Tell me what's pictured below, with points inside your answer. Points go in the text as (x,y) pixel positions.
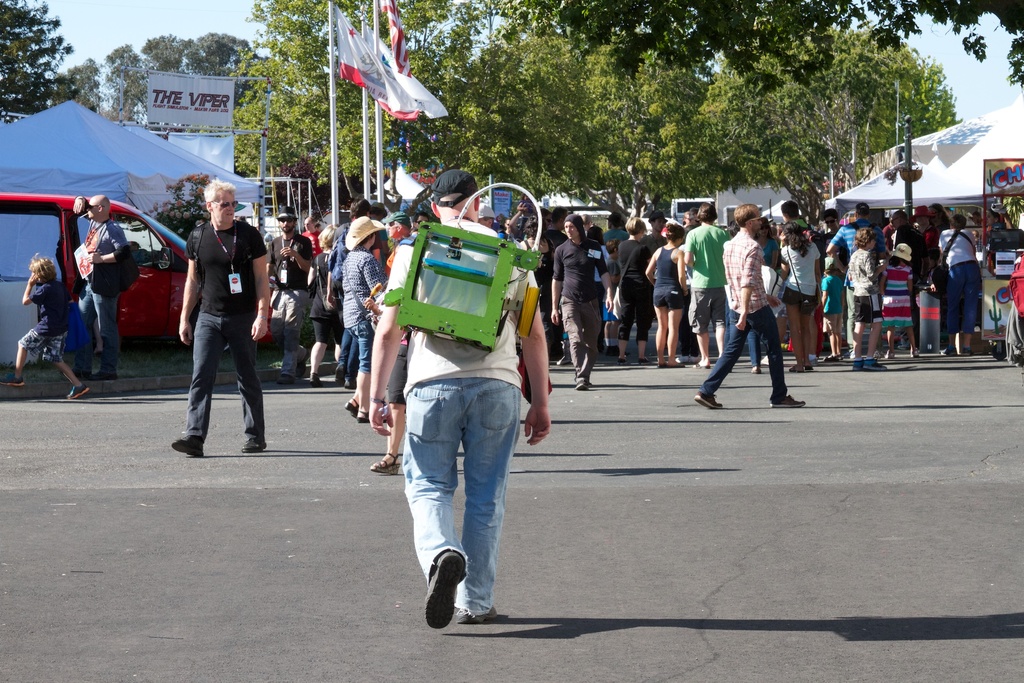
In the image in the center, we can see one person (445,387) walking and wearing some object (420,307). In the background (558,21) we can see the sky (204,4), trees (901,116), tents (68,118), flags (397,112), banners (1007,186), poles (906,192), vehicles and group of people (724,282) were standing.
